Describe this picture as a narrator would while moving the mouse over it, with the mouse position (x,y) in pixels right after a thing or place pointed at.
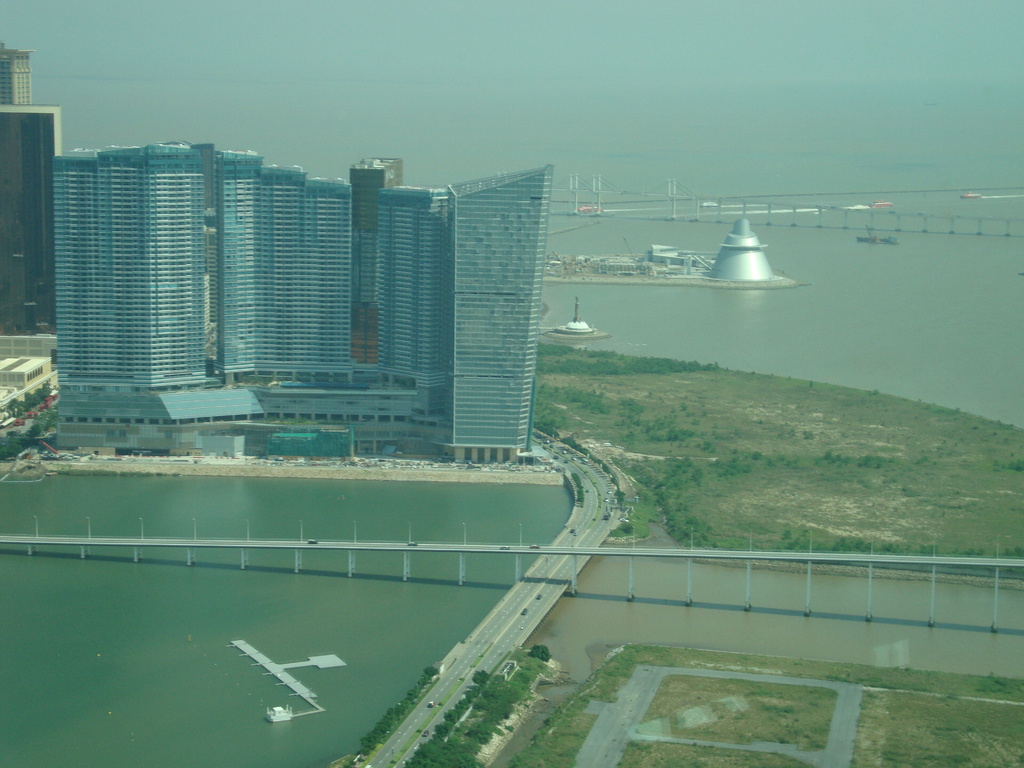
In the center of the image (416,430) we can see a buildings (324,349), water (365,583), bridge (397,548), roads (555,586), trees (693,479), ground (847,471) are there. At the top right corner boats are present. At the top of the image (641,50) sky (641,50) is there.
